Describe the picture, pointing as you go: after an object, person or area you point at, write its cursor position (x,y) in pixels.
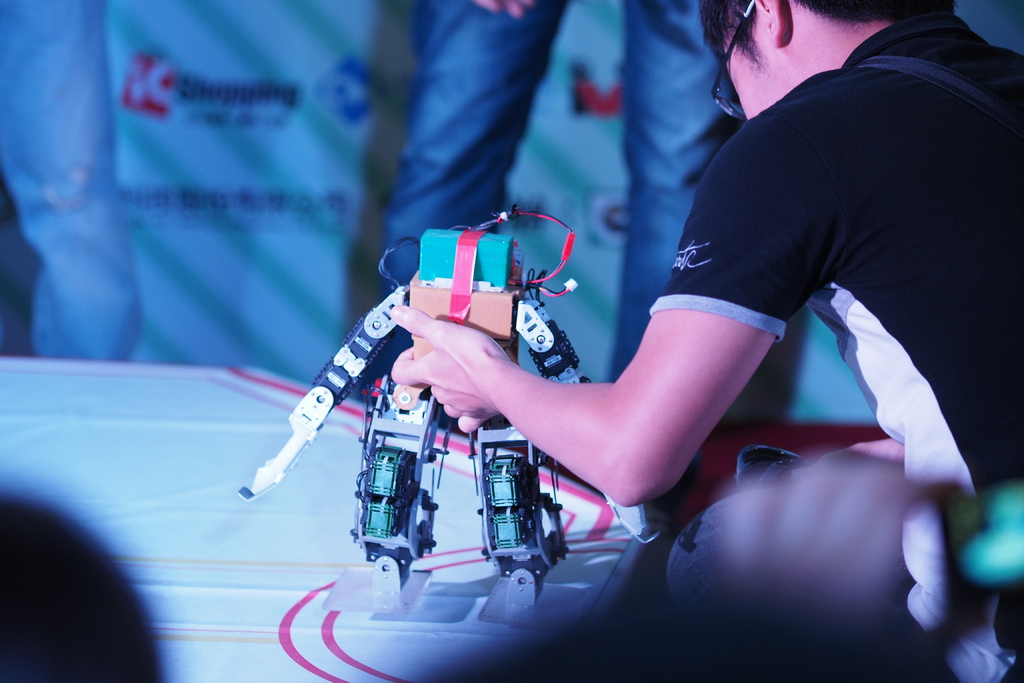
In the center of the picture (643,440) there is a person (628,404) holding a robot (488,455). In the background (287,145) there is a banner (144,113). In the center of the background (654,263) there is a person (461,188). In the foreground (748,535) it is blurred.
